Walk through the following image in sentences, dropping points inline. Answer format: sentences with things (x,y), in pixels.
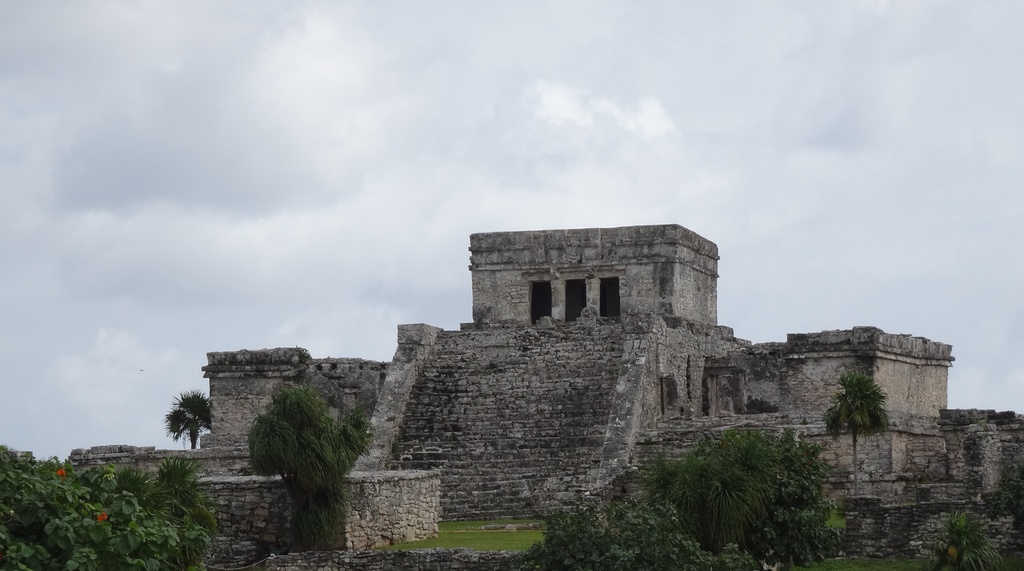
In the foreground of this image (679,520), there are trees (103,523) and a monument building (584,406). At the top (611,77), there is the sky (474,80).
